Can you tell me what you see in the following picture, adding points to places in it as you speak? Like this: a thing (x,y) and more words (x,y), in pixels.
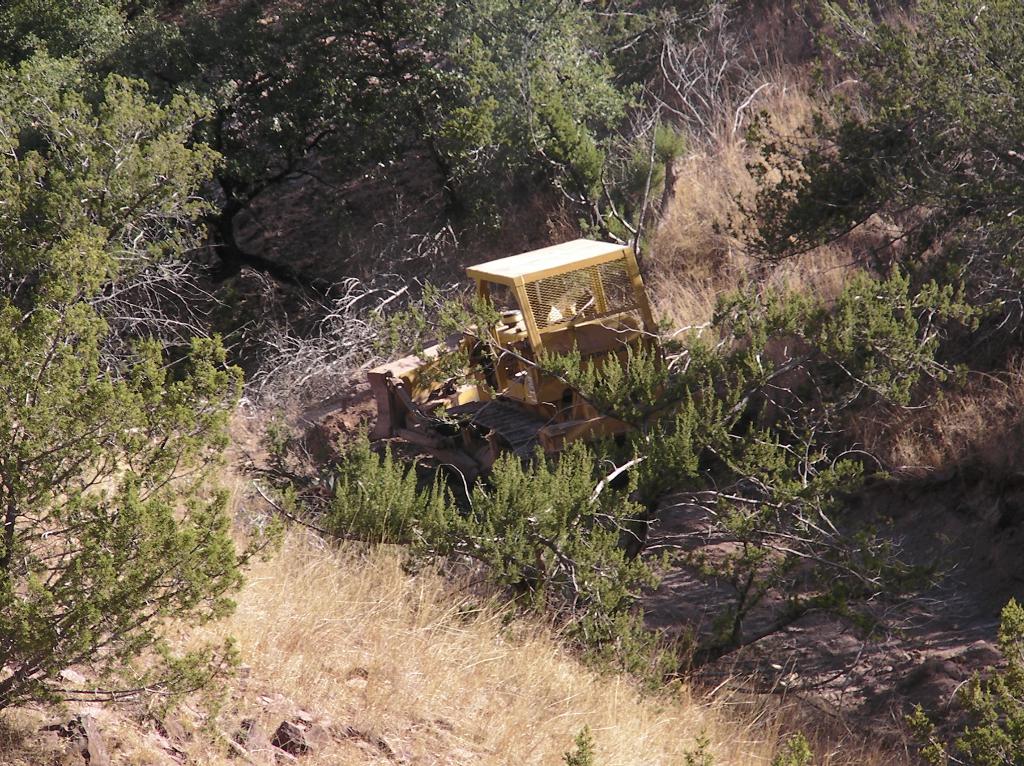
In this image there is a bulldozer (539,279). At the bottom of the image (290,702) there is grass (210,706) on the surface (170,702). In the background of the image (296,132) there are trees (364,103).
